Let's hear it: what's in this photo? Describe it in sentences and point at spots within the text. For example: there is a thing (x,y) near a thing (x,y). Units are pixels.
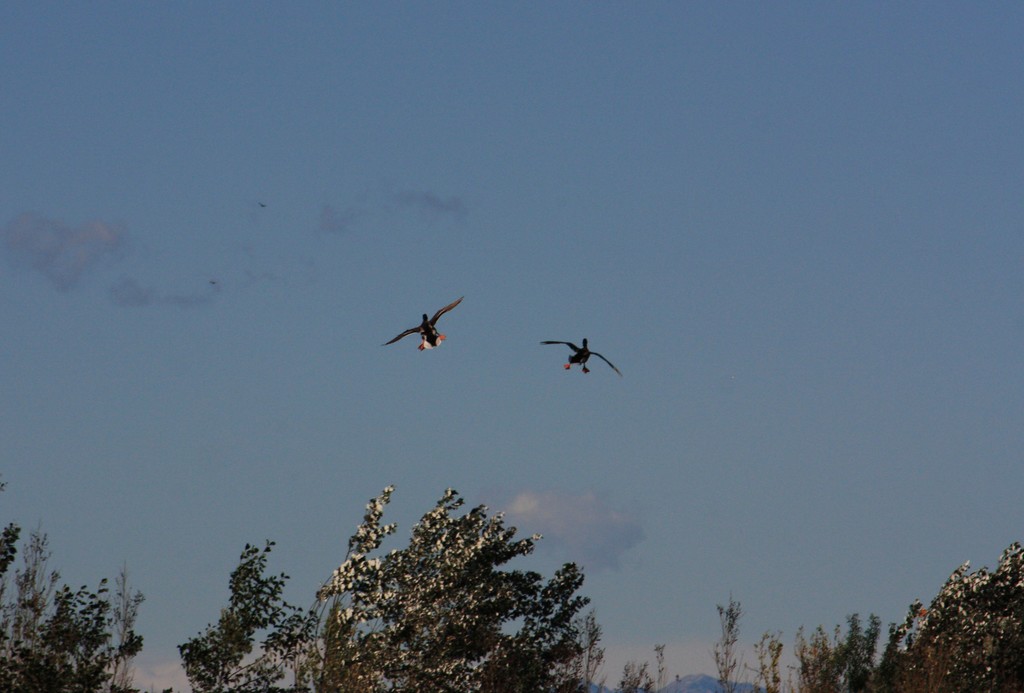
In this image two birds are flying in air (566,284). Bottom of image (507,616) there are few trees (721,681), behind there is a hill (707,678). Top of image (294,201) there is sky (682,418).
